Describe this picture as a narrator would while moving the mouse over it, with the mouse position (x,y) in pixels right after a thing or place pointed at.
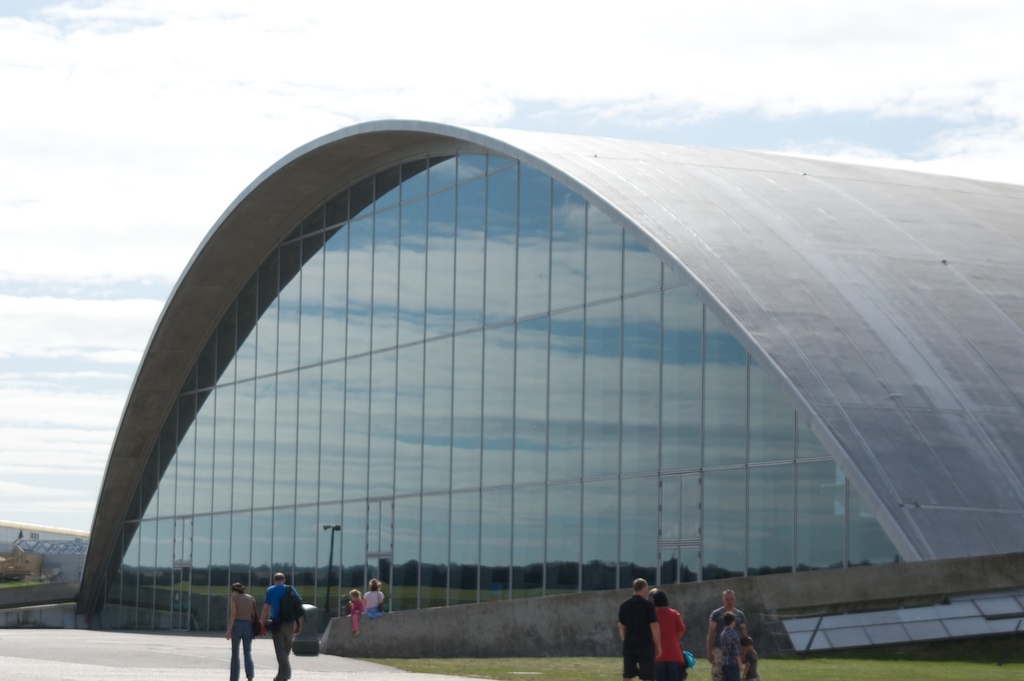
In this image I can see the ground (228,649), few persons (280,579) standing on the ground (214,637), the grass (621,670) and few huge buildings (387,335). In the background (97,309) I can see the sky (608,103).
